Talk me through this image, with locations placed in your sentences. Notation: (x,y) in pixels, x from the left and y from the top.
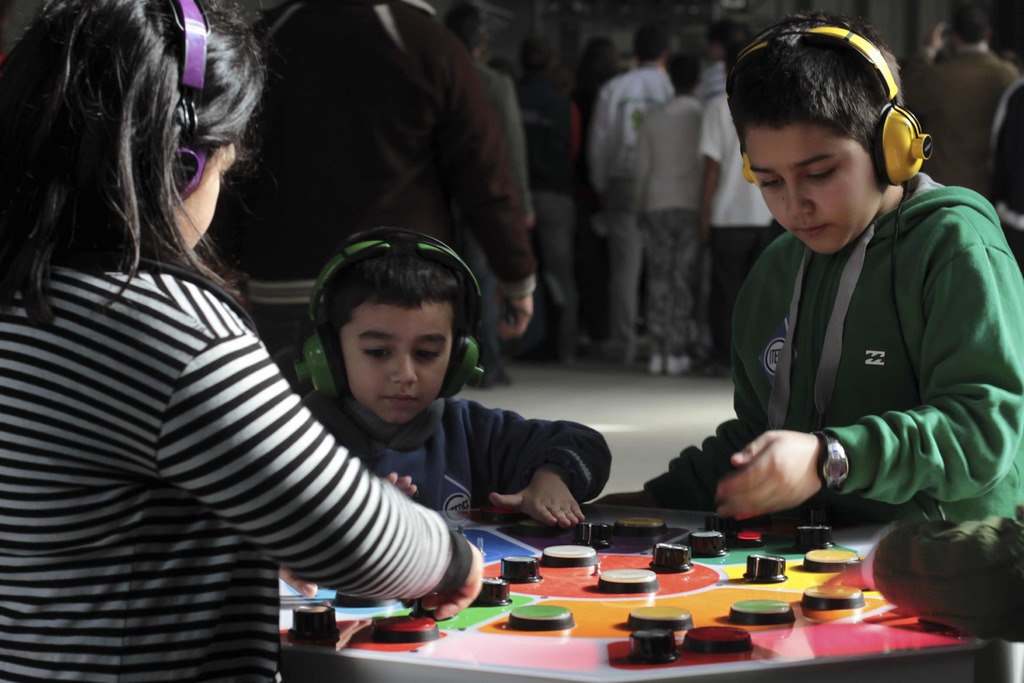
In the picture there are three kids (451,420) playing a game, they are wearing headsets (188,166) and behind the kids (781,163) there are many other people (687,119).
